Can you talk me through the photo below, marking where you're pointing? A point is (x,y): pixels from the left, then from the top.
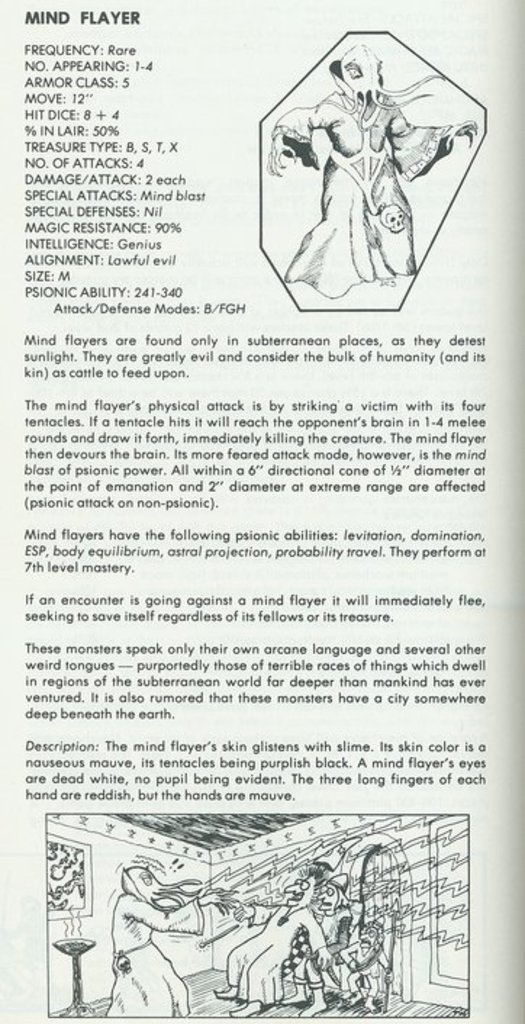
This image consists of a paper (285,518). In which, we can see a text (197,617) along with pictures (271,983).
